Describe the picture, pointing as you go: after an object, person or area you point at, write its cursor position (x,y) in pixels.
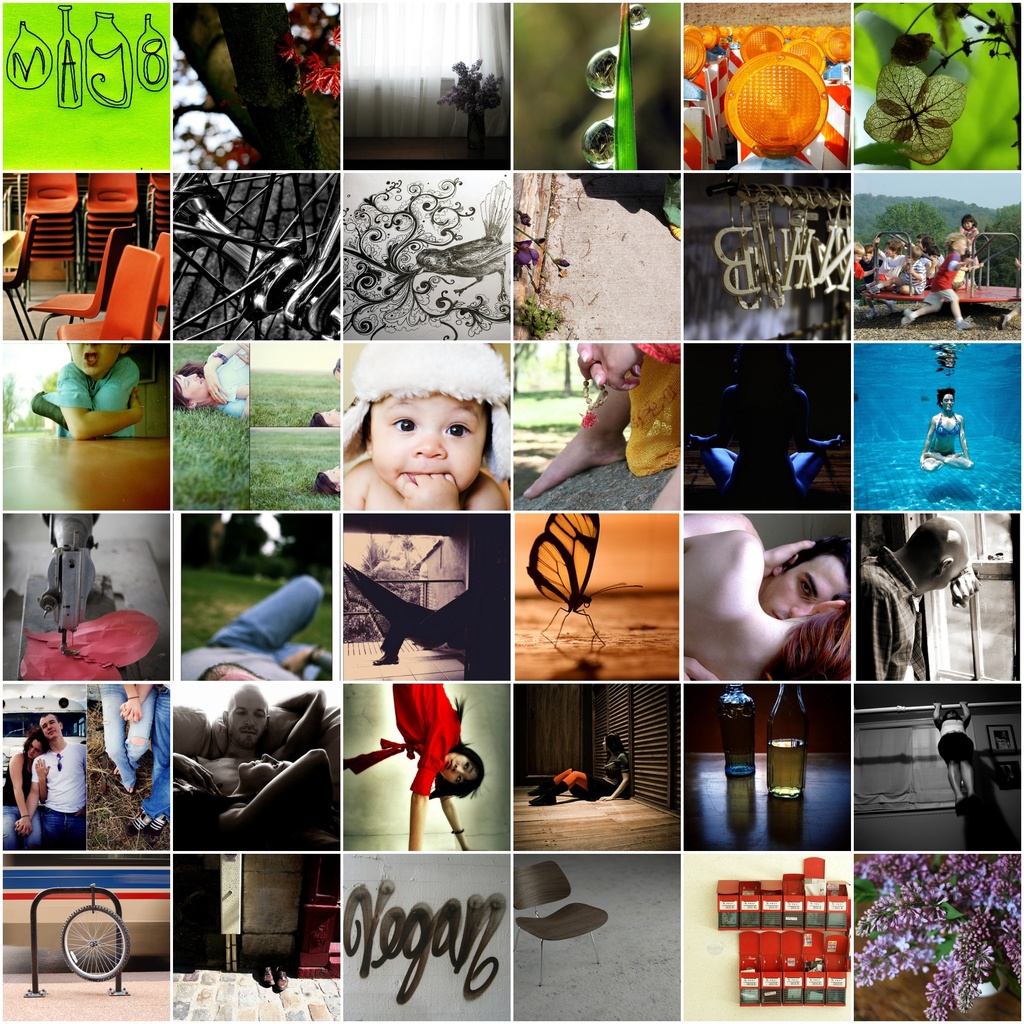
This is a cluster image of different images. I can see some text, nature (609,86), family (902,261), and some objects (34,185) like machines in this image.
